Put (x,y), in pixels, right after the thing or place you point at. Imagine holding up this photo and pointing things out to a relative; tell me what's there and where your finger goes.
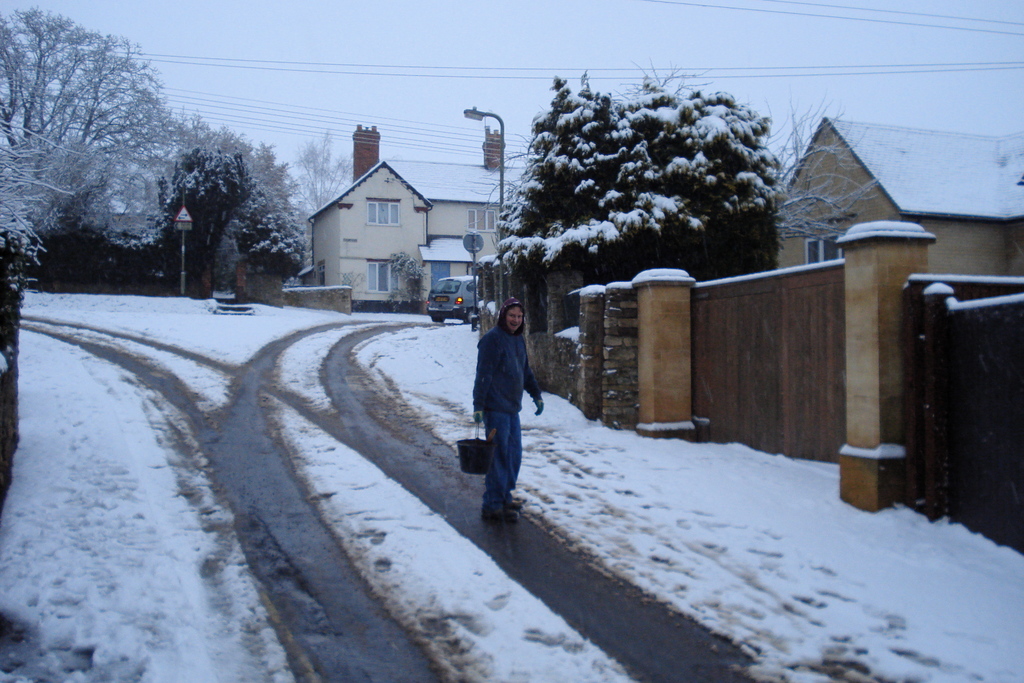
In this image, we can see a person (497,458) holding an object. We can see the ground (199,477). We can see some snow (374,497). There are a few trees (165,182). We can see some poles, wires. There are a few buildings (494,190). We can see the sky (308,72).
